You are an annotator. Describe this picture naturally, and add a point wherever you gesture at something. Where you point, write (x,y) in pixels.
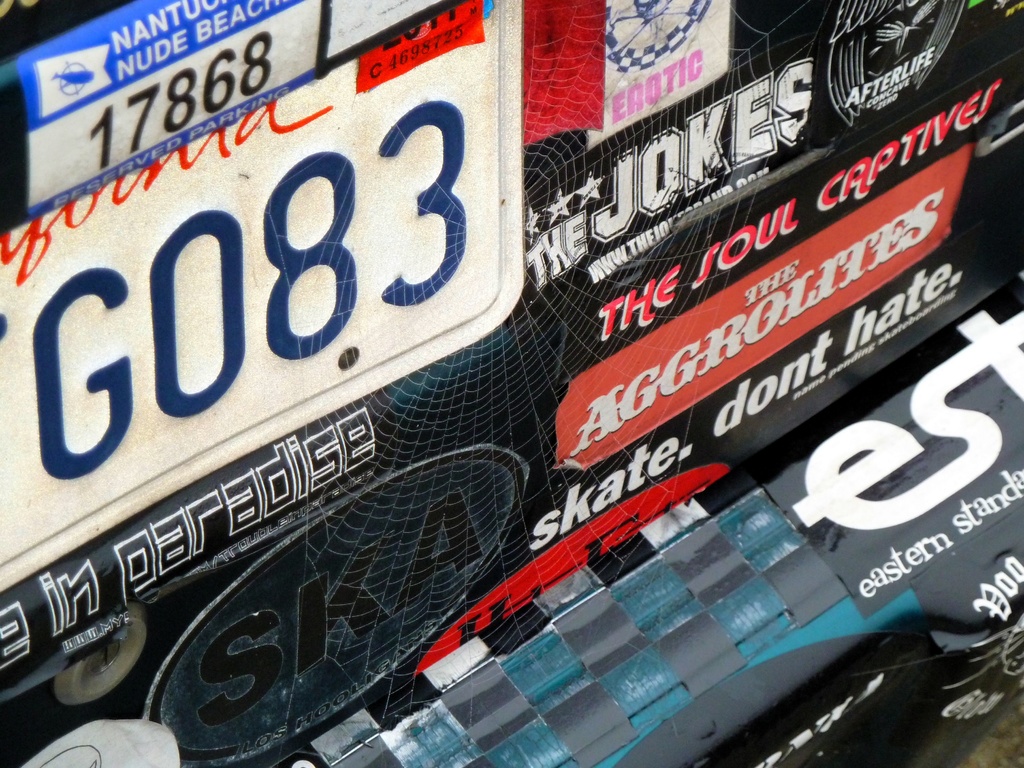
This is a zoomed in picture. In the foreground (527,378) we can see the boards (633,273) and some objects (455,235) on which we can see the text (145,536) and the numbers (334,232) are printed and we can see the spider web (512,432).
